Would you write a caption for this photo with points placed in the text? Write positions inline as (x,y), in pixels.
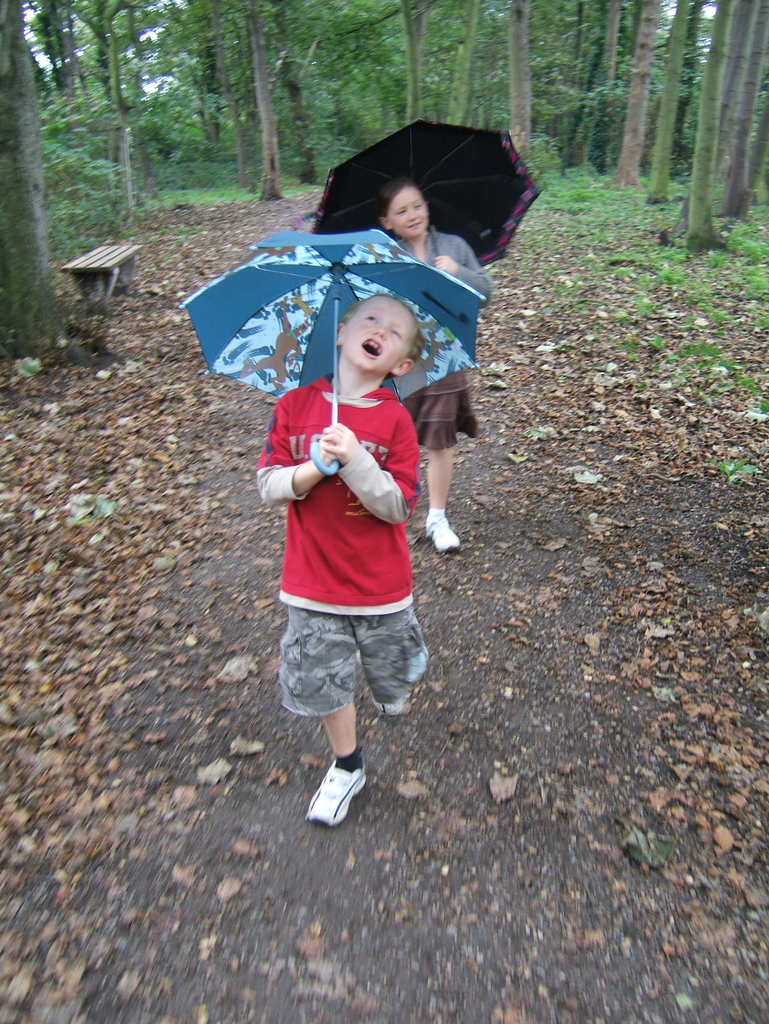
In this image, there are a few people (349,390) holding umbrellas (333,214). We can see the ground (595,780) with some grass (717,353) and dried leaves (154,494). There are a few plants (113,188) and trees (267,42). We can also see a bench (101,250).
